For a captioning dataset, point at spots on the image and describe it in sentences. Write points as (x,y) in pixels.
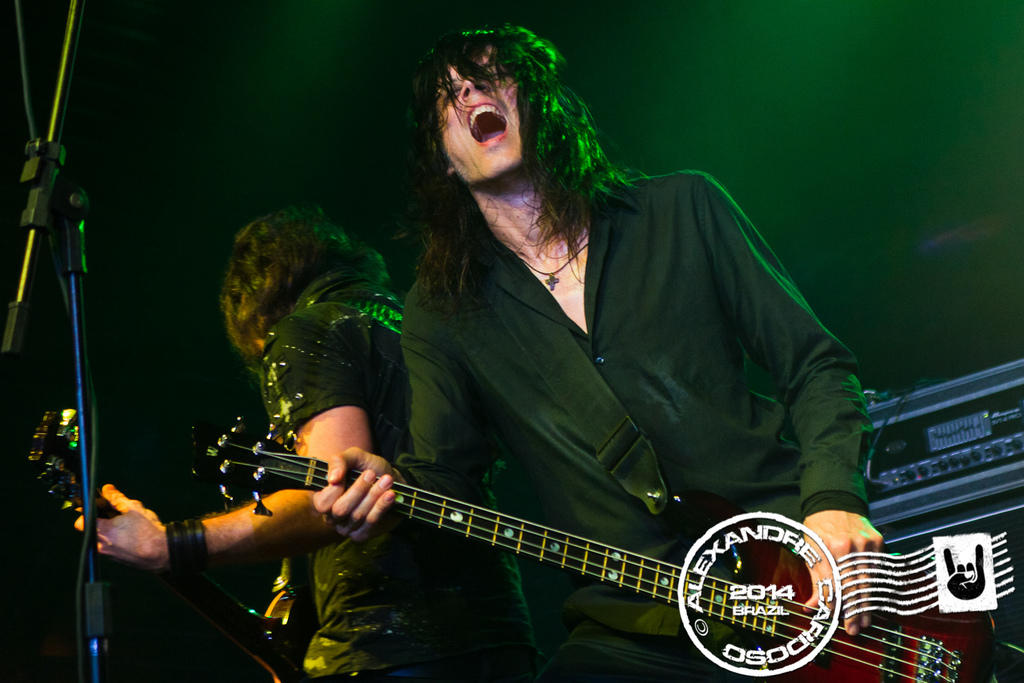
In this image there is a man (650,672) standing and playing the guitar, another man (299,452) standing and playing guitar (231,616).
